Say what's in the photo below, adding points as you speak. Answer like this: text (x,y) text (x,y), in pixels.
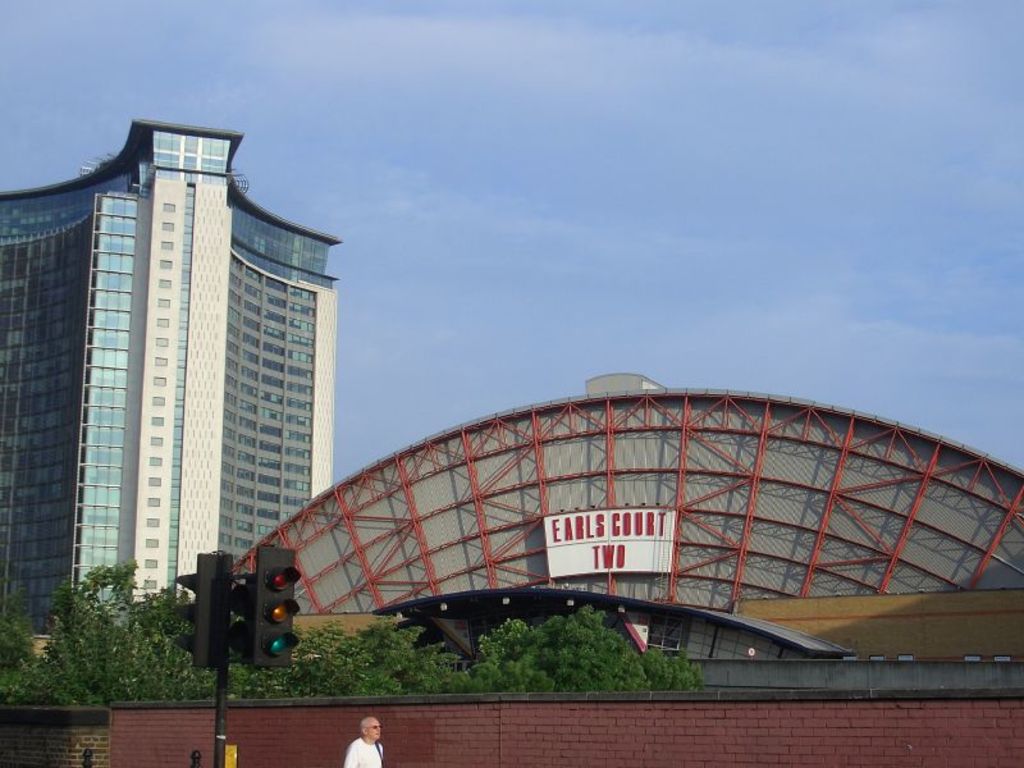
In this image I can see a person (368,726) wearing white dress (361,741), a black colored pole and traffic signal (242,626). In the background (149,653) I can see few trees (379,650), the wall (587,726), few buildings (598,513) and the sky (628,192).
